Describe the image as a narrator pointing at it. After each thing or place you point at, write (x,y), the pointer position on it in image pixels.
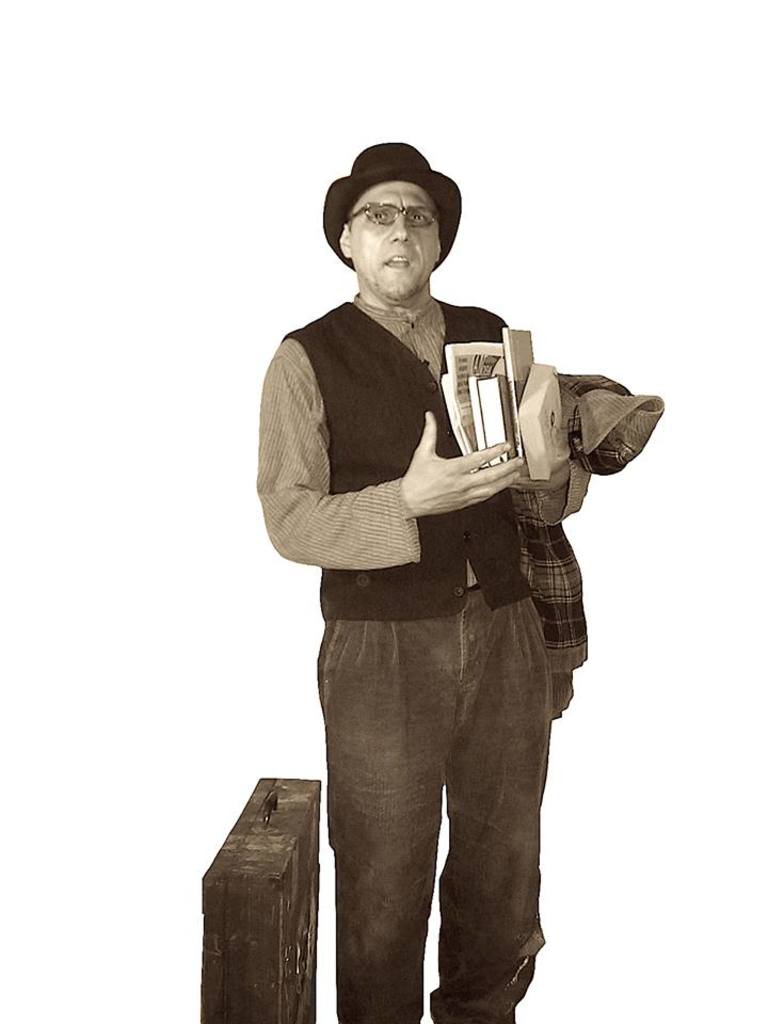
In the foreground of this image (529,731), there is a man (458,674) holding books (558,396) and a coat (596,466) in his hand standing beside a suitcase (256,866) and there is a white background (323,70).
